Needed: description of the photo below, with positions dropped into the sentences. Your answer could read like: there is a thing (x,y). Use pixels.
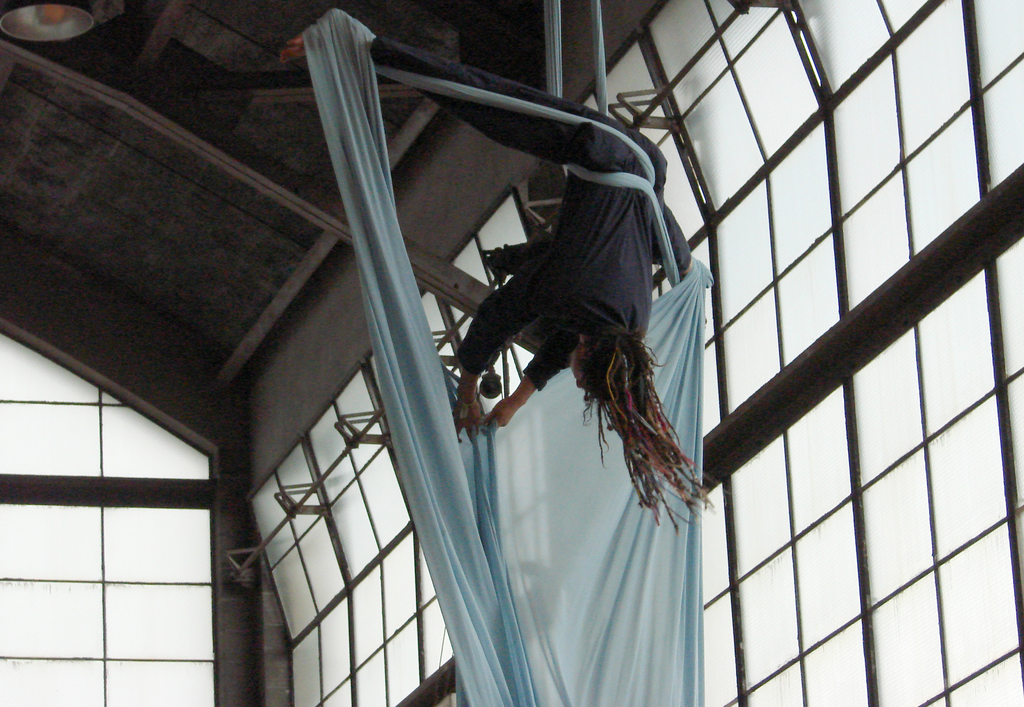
A person (566,186) is performing aerial acrobatics. On the sides there are glass windows (403,488). Also there is a ceiling (181,136).
